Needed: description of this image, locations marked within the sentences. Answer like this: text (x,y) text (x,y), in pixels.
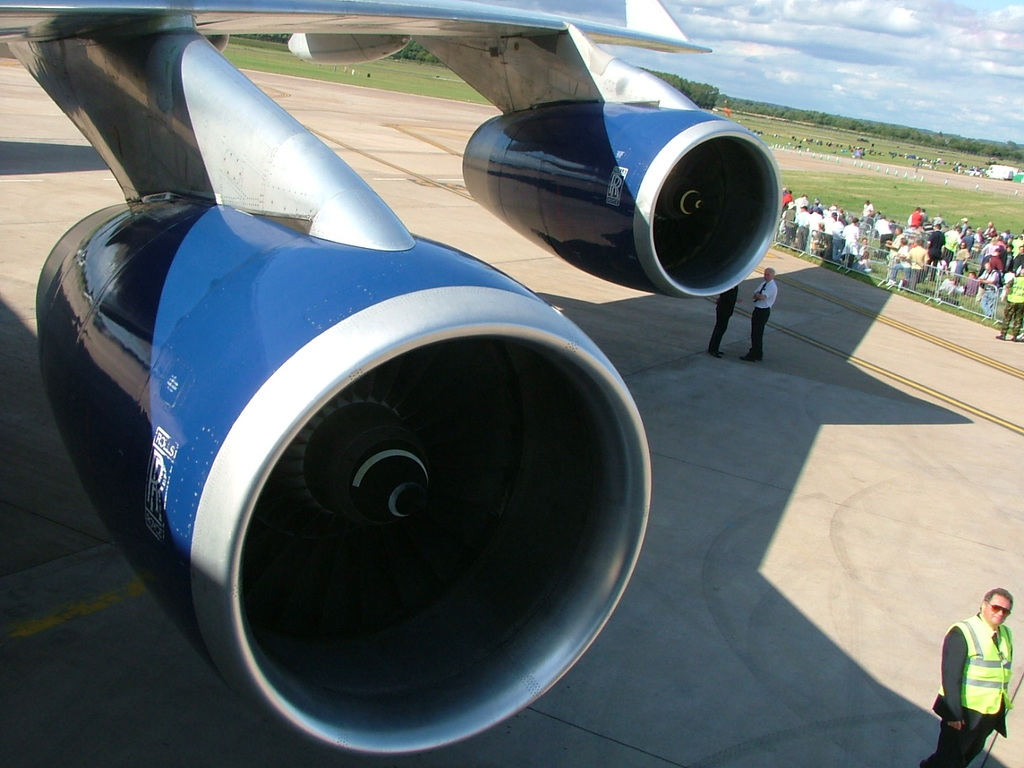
In this image I see an aeroplane (279,172) and I see the path (382,139) and I see number of people (754,301). In the background (927,189) I see the green grass (943,200) and I see number of trees (861,121) and I see the sky (823,67).
